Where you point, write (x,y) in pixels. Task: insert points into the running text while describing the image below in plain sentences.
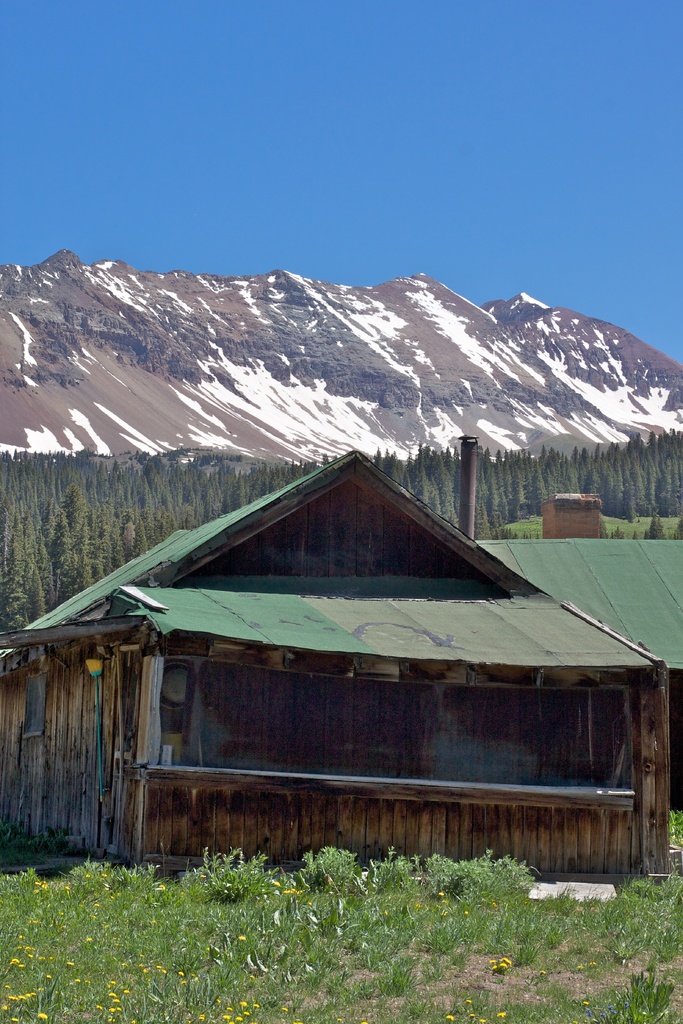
In this image I can see houses (397,688). There are trees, plants (247,864), there is grass (154,898), there is a hill (311,317) and in the background (199,119) there is sky (196,83).
